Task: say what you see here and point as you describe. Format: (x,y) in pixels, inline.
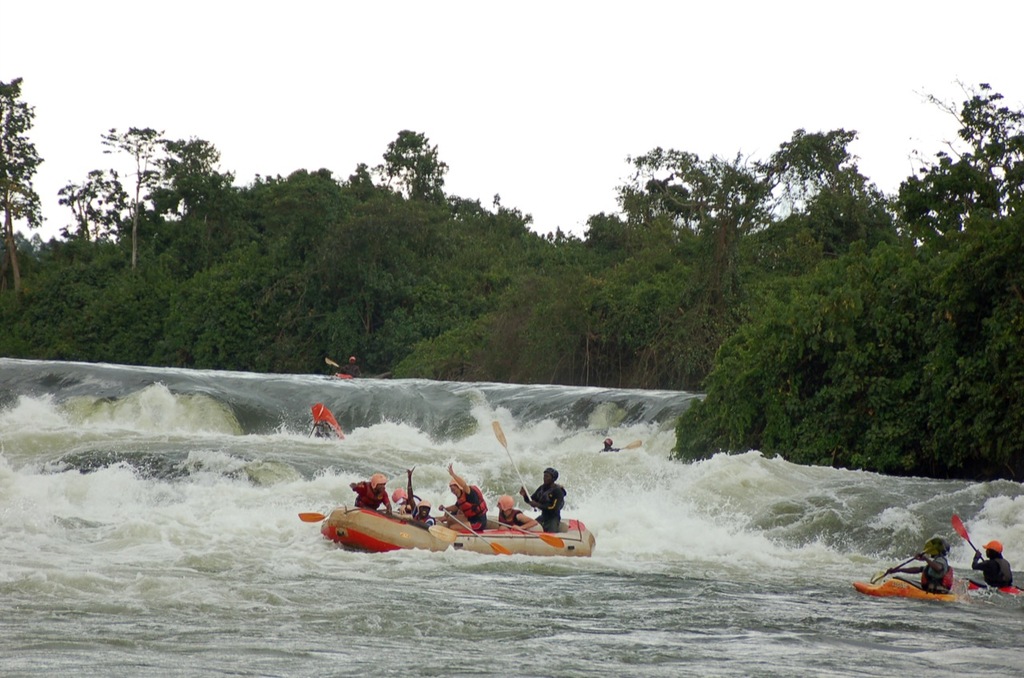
In this image we can see some group of persons (429,519) sitting in a boat (419,530) holding some paddles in their hands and the boats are of orange color and there is some water (106,455), in the background of the image (457,334) there are some trees (252,349) and clear sky (251,75).
